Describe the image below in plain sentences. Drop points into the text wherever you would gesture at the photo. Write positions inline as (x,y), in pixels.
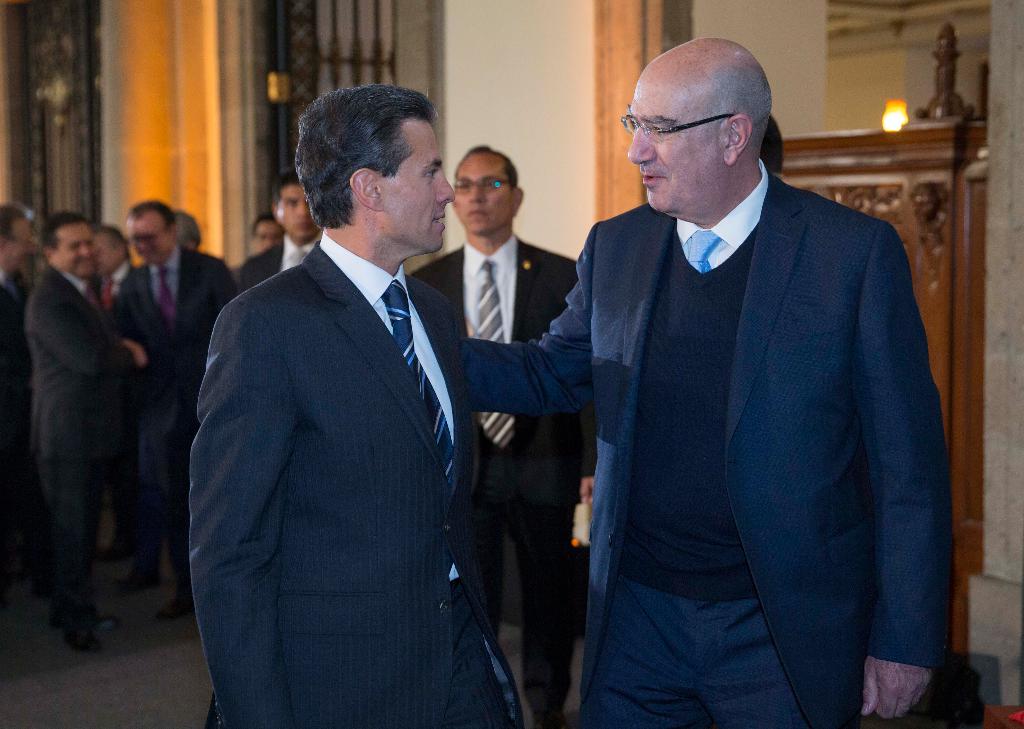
In this picture there are people (421,198) and we can see floor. In the background of the image (577,105) we can see wall (552,36), light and objects (392,60).
